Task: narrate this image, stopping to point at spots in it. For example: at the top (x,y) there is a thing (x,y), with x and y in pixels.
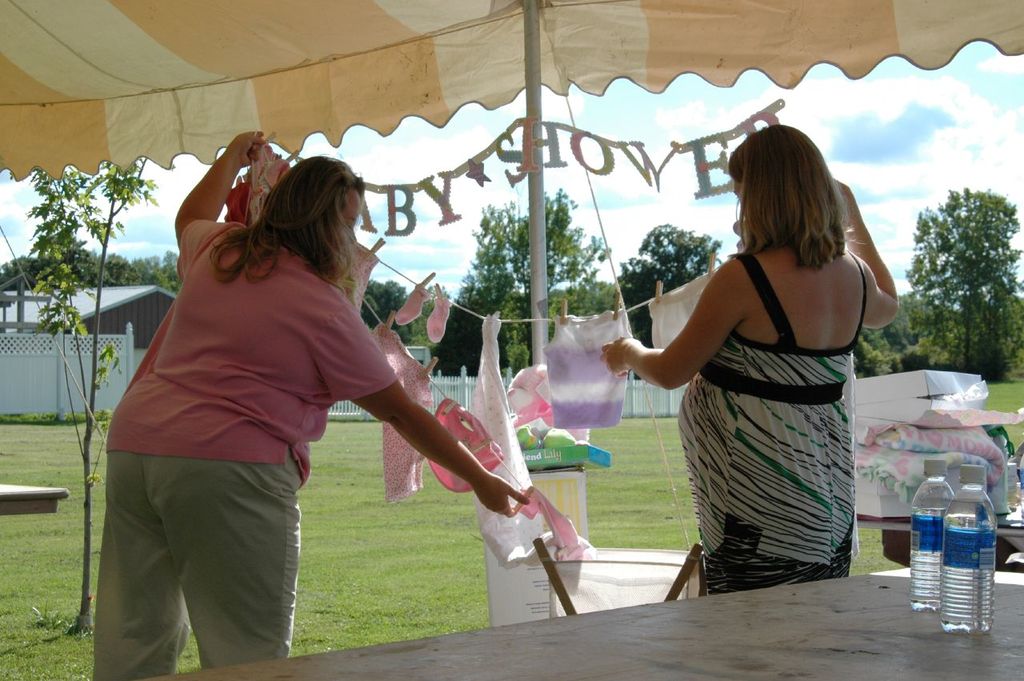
In this picture there are two women (353,390) standing and in backdrop (922,227) there are trees (981,295) and the sky (916,89) is cloudy.
